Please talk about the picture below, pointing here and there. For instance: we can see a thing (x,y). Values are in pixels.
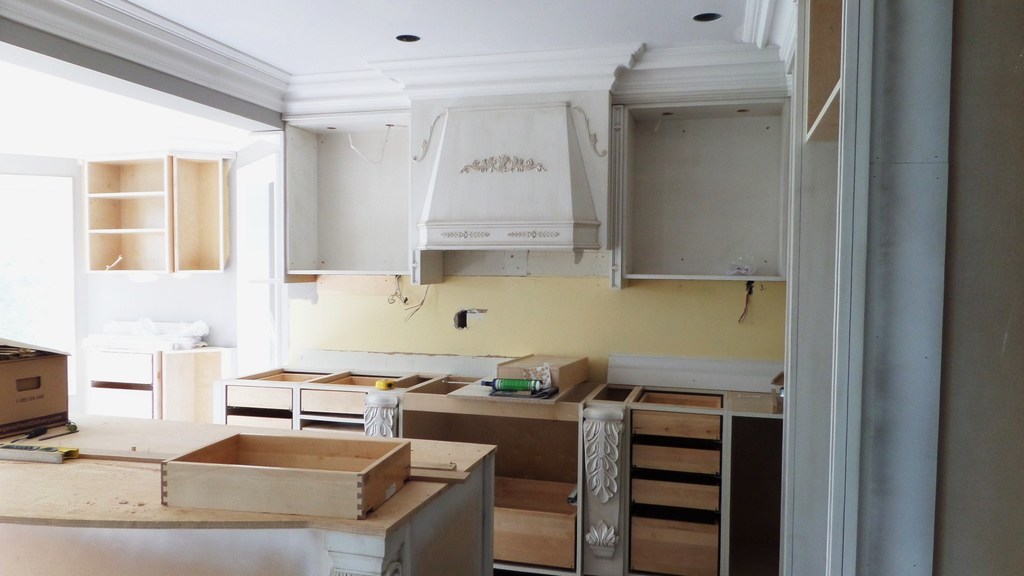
In this picture we can see wooden boxes (419,401), cupboard (429,416), here we can see tools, wooden objects (415,382), wall (407,372), roof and some objects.
